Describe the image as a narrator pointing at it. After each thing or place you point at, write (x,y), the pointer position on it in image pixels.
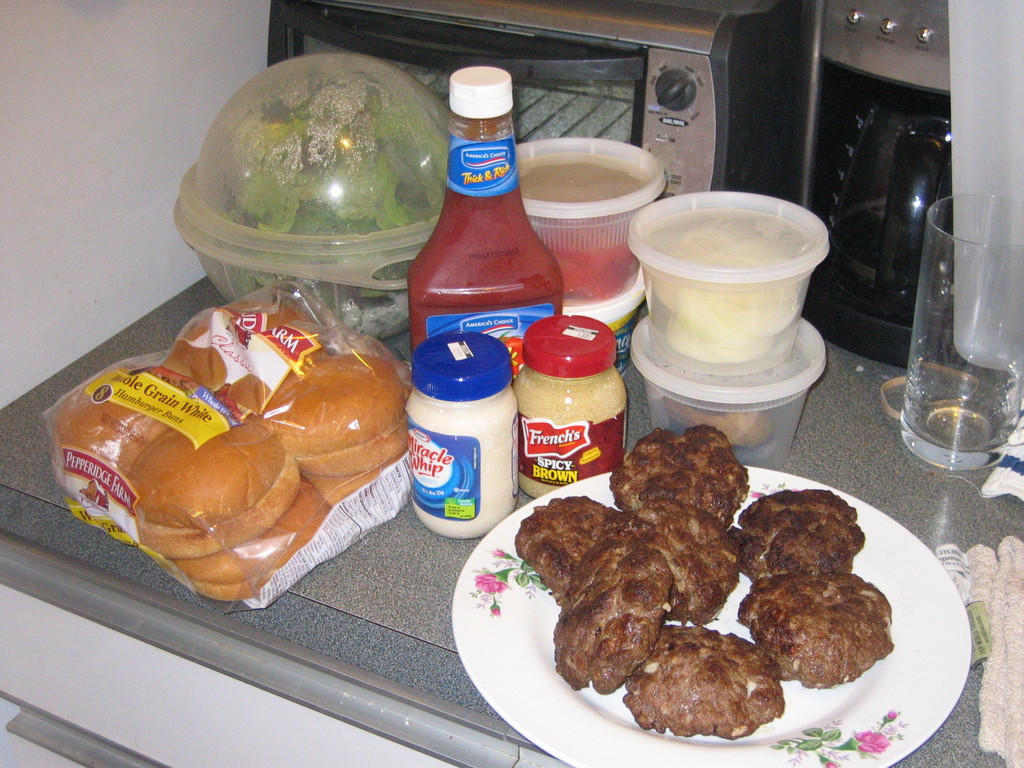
In the image there are buns (275,502), creams (494,358), sauces (491,266) and other food items (589,618) kept on a countertop (70,521), behind the food items (277,143) there is an oven (651,67) and on the right side (929,360) there is a glass (967,435).
